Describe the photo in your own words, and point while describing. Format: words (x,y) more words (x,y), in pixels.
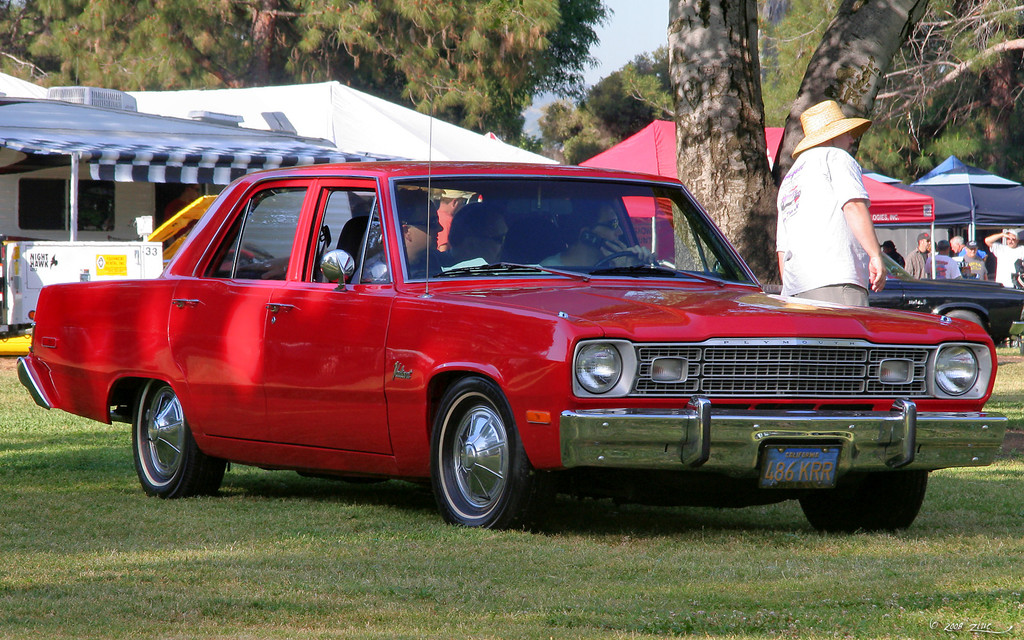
Few people (494,237) are sitting in a red color car (501,258). There is man (788,229) standing beside the car (538,308) with a hat (813,120). There is tree (728,140) beside him. There are some tents (440,146), people (995,252) beside cars (912,285) and trees (368,16) in the background (211,32).
